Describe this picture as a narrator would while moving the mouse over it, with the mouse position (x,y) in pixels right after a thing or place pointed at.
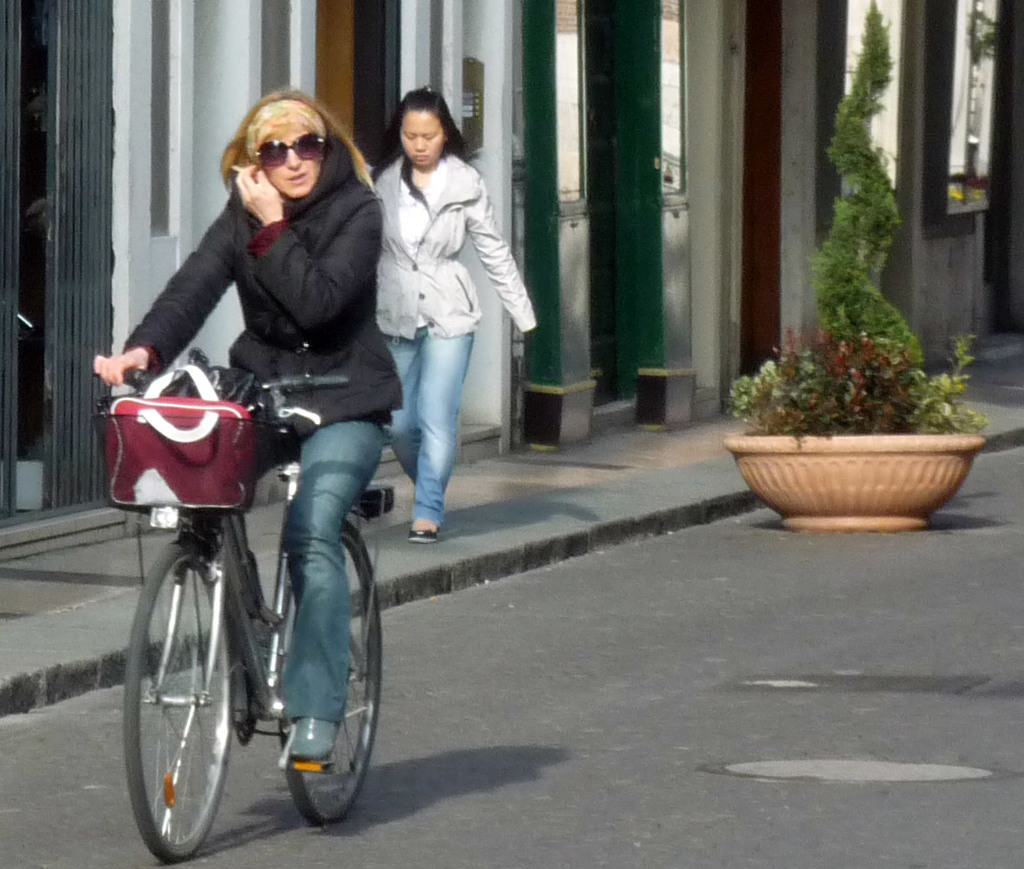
There is a woman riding bicycle (376,489) and other woman (420,507) walking on the way (870,678). Beside her there is a building (902,37) and big pot (751,487) with plants (963,409).
